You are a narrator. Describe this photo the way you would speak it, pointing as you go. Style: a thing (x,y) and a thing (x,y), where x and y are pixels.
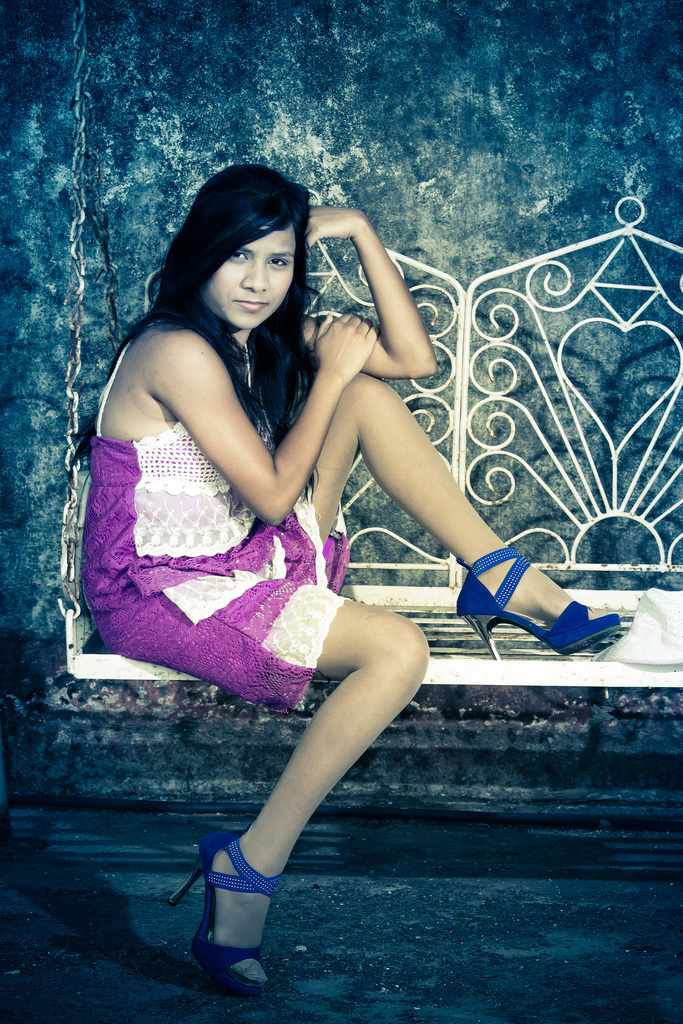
In this picture I can see a woman (338,358) sitting on a swing (614,566) in front (245,630) and I see that she is wearing white and pink color dress (229,541). In the background (35,405) I can see the wall (526,493).
